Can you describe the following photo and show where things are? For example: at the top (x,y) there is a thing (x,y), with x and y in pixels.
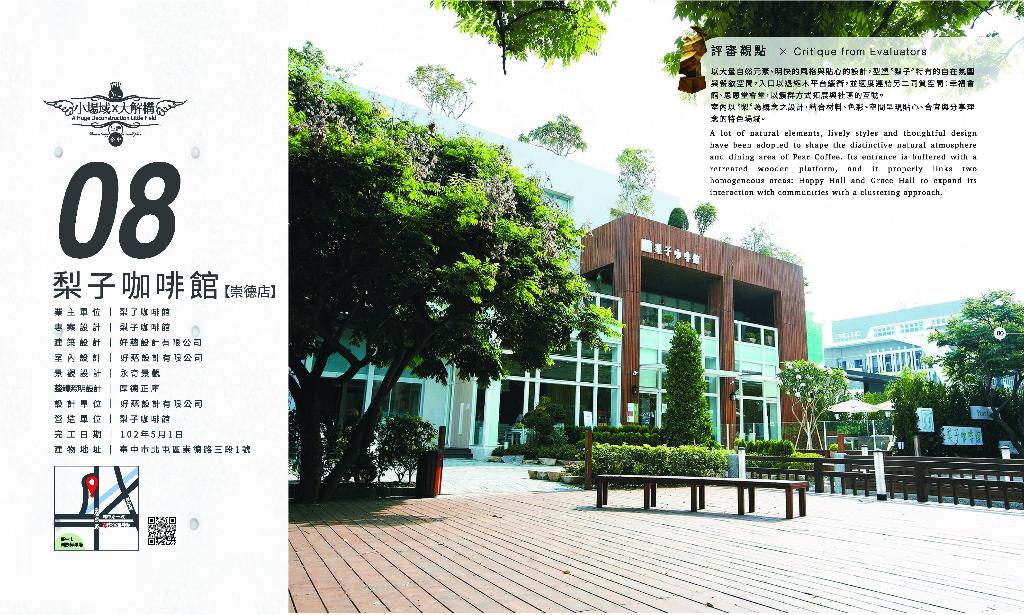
In this image we can see some buildings (648,285), trees (906,380) and benches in front of the building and some text (843,145) written on the image.
